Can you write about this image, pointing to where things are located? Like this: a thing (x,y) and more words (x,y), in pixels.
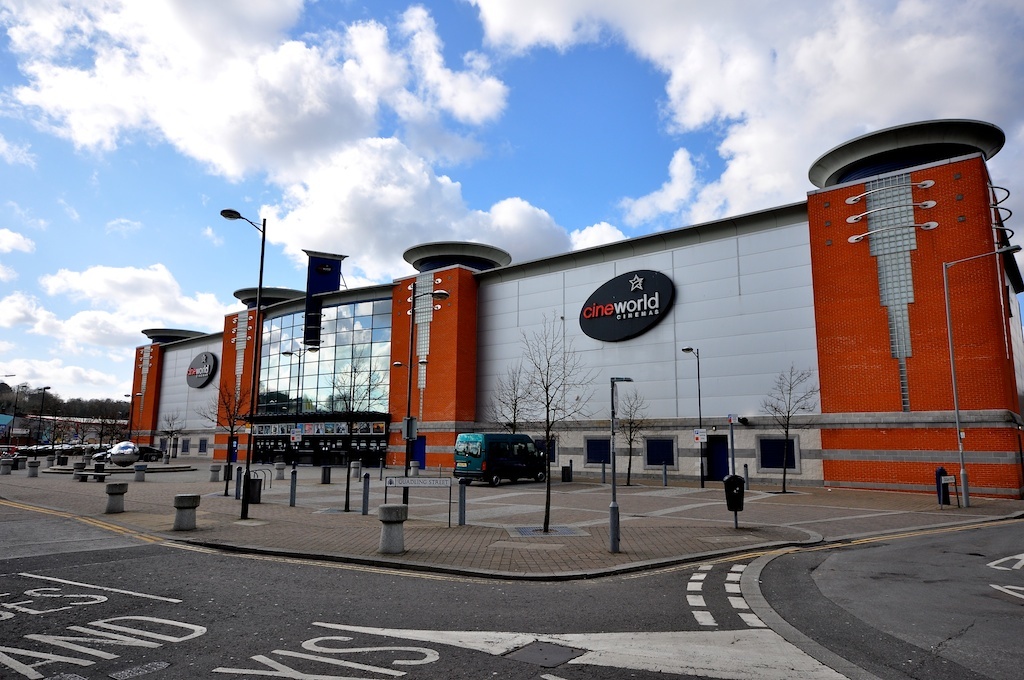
In this image there are poles (403,494) in the center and there is a car (523,465) on the road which is green in colour and there is a building (345,391), on the wall (655,359) of the building (631,349) there is a board (640,319) and there is some text (632,311) written on board (636,310). On the left side (66,412) there are trees (84,439) and there is a car (143,457) moving on the road (538,484) and the sky (399,104) is cloudy.
